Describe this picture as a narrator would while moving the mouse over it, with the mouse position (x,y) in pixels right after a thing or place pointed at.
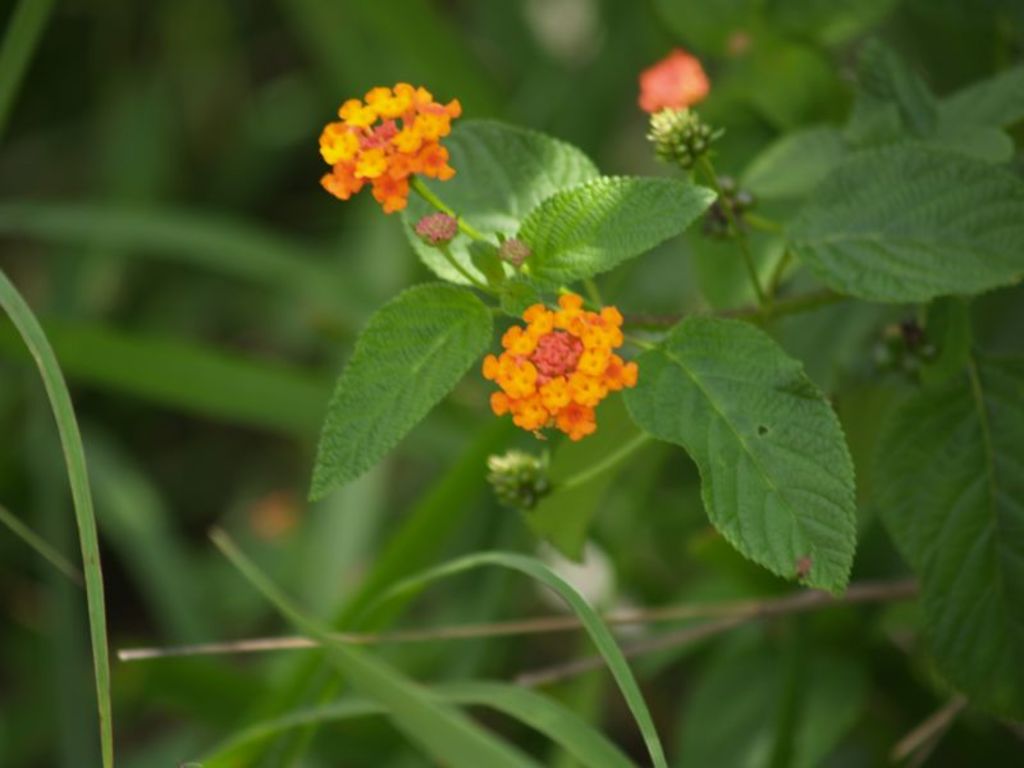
This image consists of flowers (370,145) in orange color along with green leaves (792,562). In the background (318,357), there are plants (49,603).
